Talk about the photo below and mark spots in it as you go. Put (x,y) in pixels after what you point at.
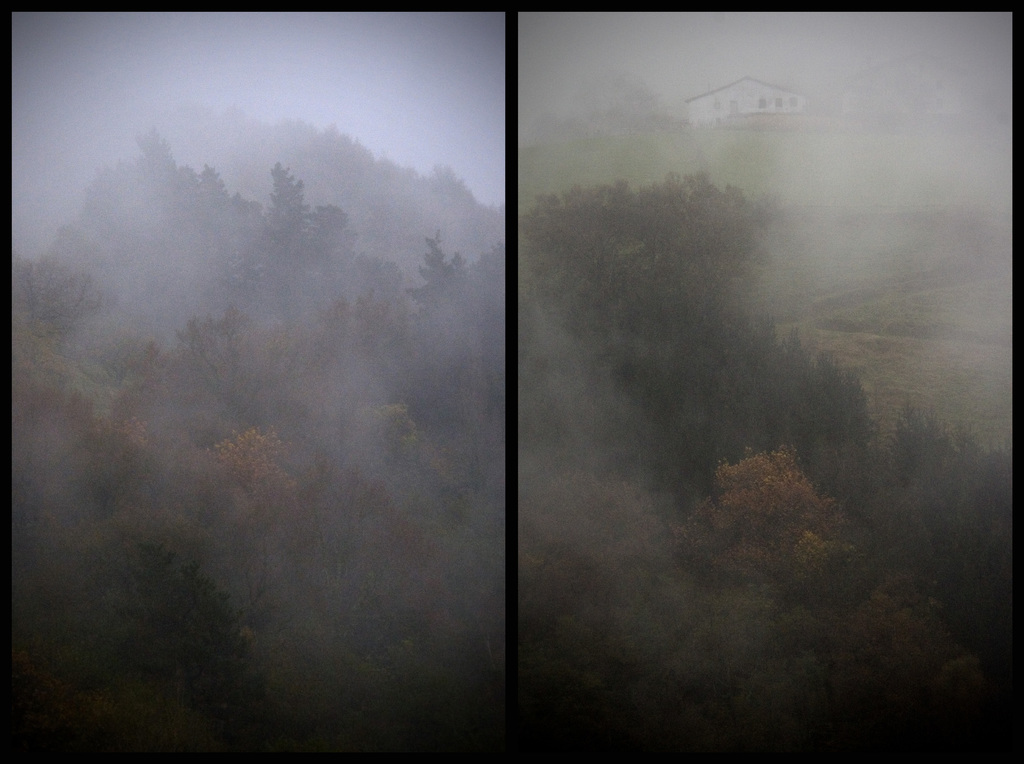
I see this is a collage of 2 pictures and I see number of trees (407,184) and I see the smoke (392,362) and I see a house (717,107) over here.
